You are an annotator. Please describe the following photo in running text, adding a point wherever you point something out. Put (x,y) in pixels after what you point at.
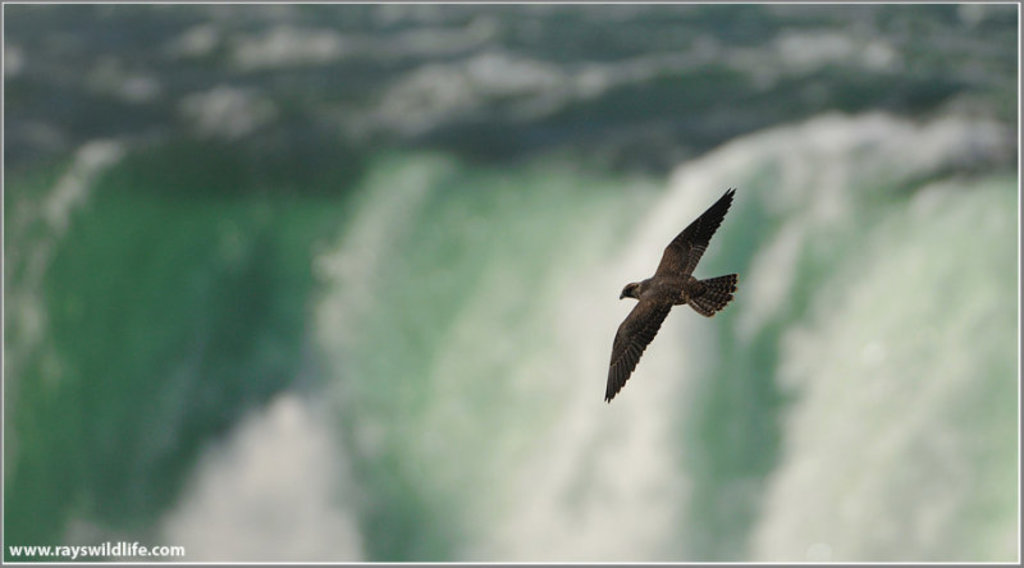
In this image we can see a bird (674,303) flying in the air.
